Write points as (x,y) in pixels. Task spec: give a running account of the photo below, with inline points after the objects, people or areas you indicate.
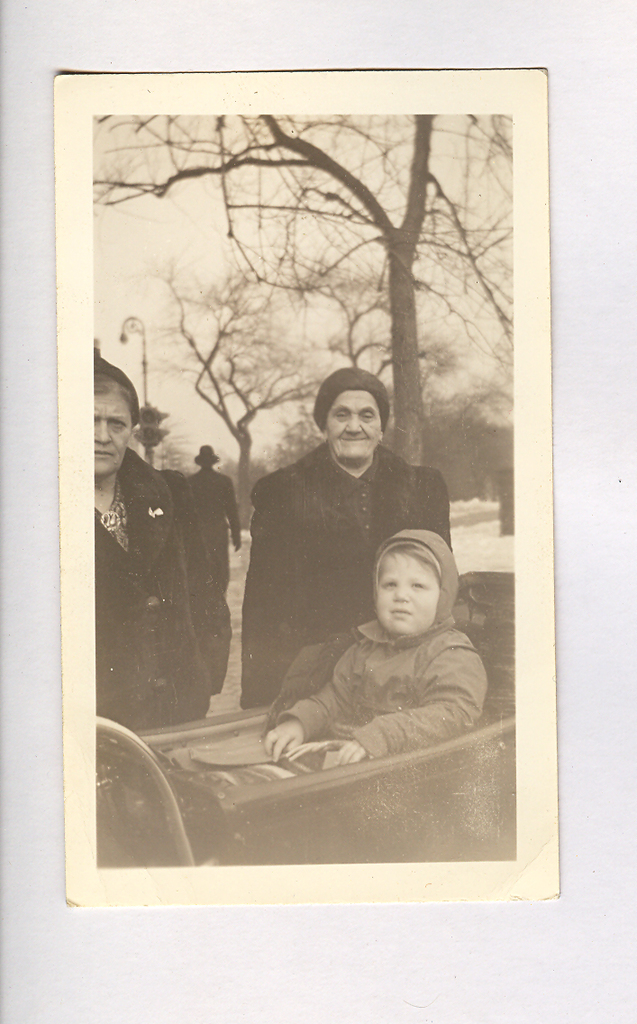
In the picture we can see a black and white photograph of two persons (126,472) standing and near to them, we can see a small baby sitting in the chair (442,806) and behind them we can see some trees (400,327) and sky (299,243).
